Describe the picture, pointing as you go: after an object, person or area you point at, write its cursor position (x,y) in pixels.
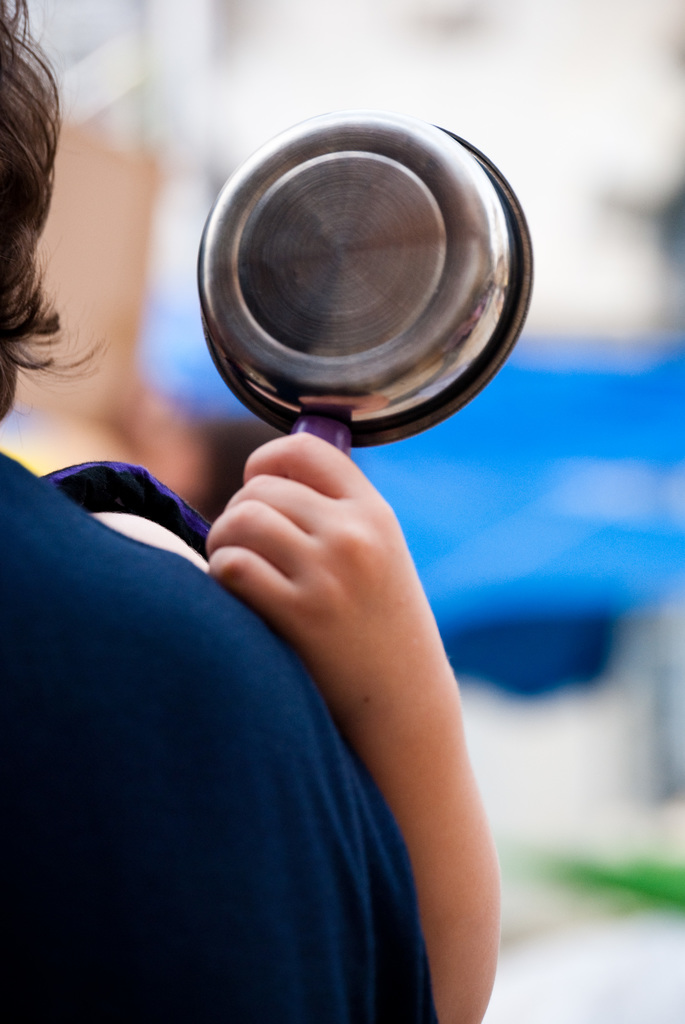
In this image, we can see a person (174,662) wearing clothes (54,667). There is an another person hand (396,652) in the middle of the image (325,488) holding a pan (348,352). In the background (488,524), image is blurred.
